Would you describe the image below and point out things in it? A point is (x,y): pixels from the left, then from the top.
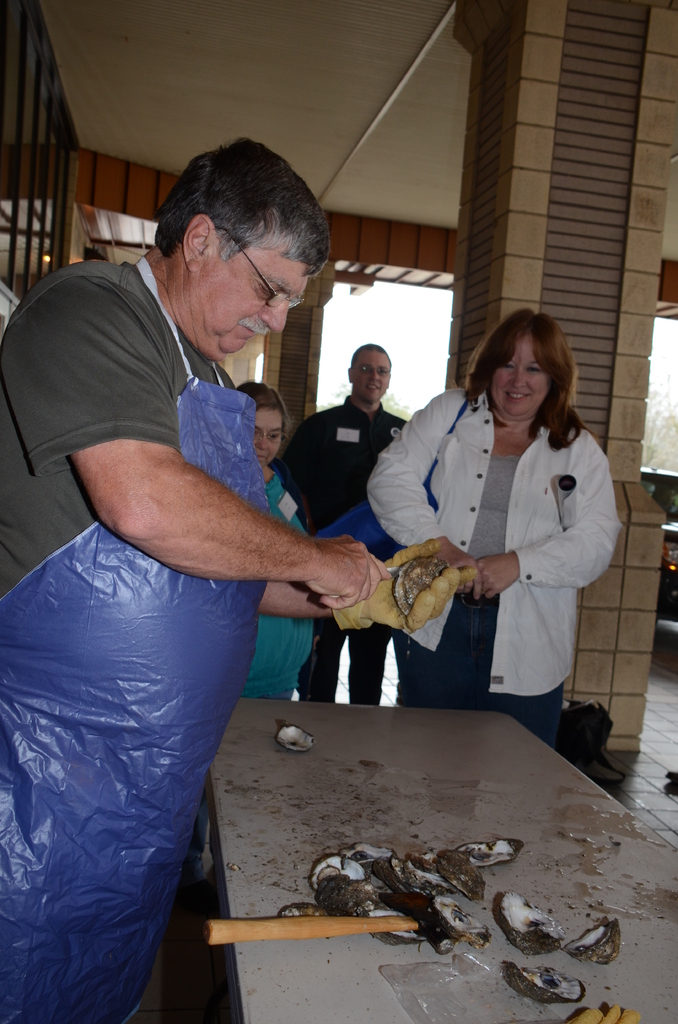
In this image there is a man (133,622) who is wearing the blue apron (137,652) is holding the oysters (408,612) with his hand (396,602). In front of him there is a table (394,844) on which there are so many oysters (446,911) and a hammer (426,913). In the background (388,519) there are few people (464,495) standing on the floor (636,765). On the right side (589,319) there is a pillar (565,244). On the left side (76,129) there is a wall (40,164).
